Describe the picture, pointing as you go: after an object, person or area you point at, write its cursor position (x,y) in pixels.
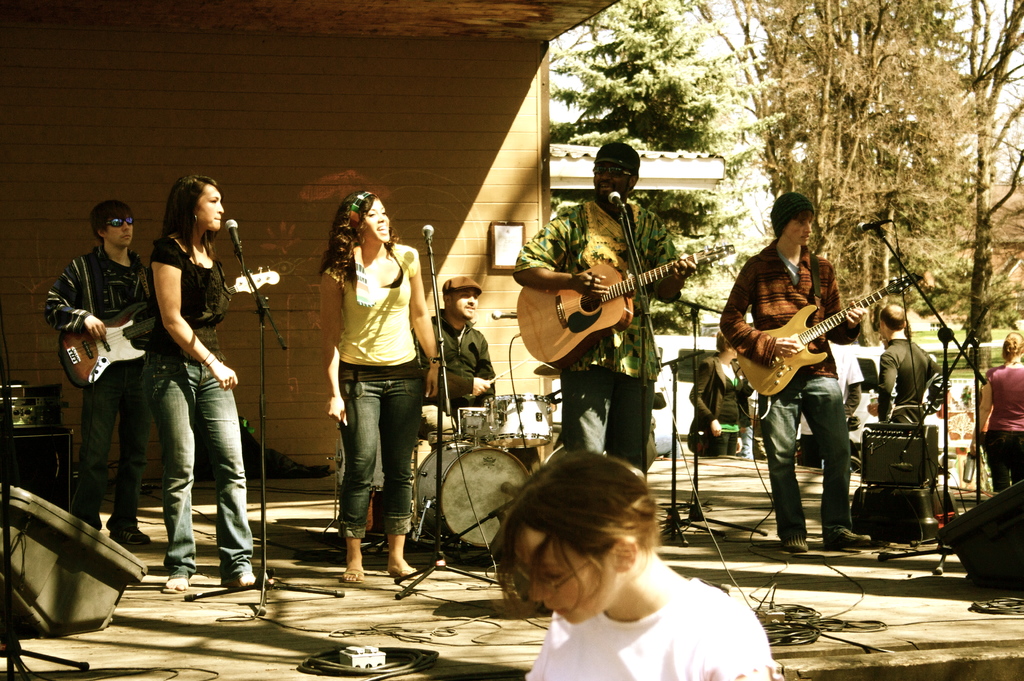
Group of people (924,369) standing and These three persons (809,262) holding guitar (827,323) and this person (454,363) sitting and playing instrument (488,489). On the background (718,107) we can see trees (836,90) and wall (529,87). We can see microphones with stand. On the floor (885,637) we can see cables (791,621).
